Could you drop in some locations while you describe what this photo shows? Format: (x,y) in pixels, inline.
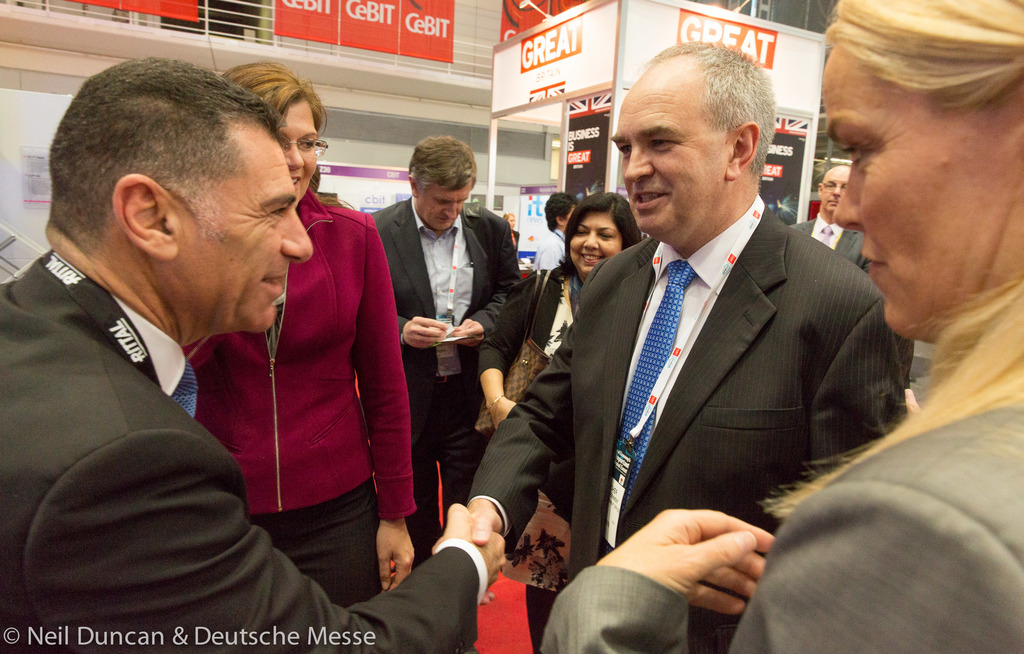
In this image I can see number of people (753,372) are standing and I can see two of them are doing handshake. In the background (396,11) I can see number of boards (382,47) and on it I can see something is written. On the bottom left side of the image (319,642) I can see a watermark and I can also see few people (441,412) are wearing ID cards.
